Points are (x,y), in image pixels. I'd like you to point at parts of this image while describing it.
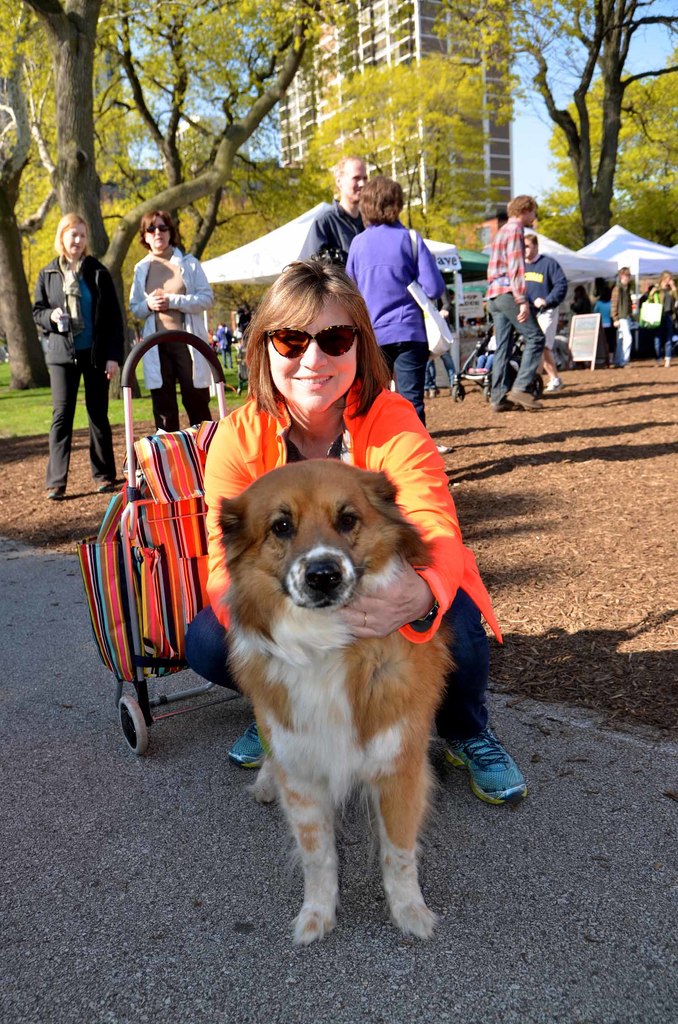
In this image there are group of persons (180,288) who are standing at the foreground of the image (350,456) there is a lady person (326,452) wearing orange color dress (430,487) pampering a dog (317,594) at the background (415,117) there are trees (404,159) and buildings (505,150).
